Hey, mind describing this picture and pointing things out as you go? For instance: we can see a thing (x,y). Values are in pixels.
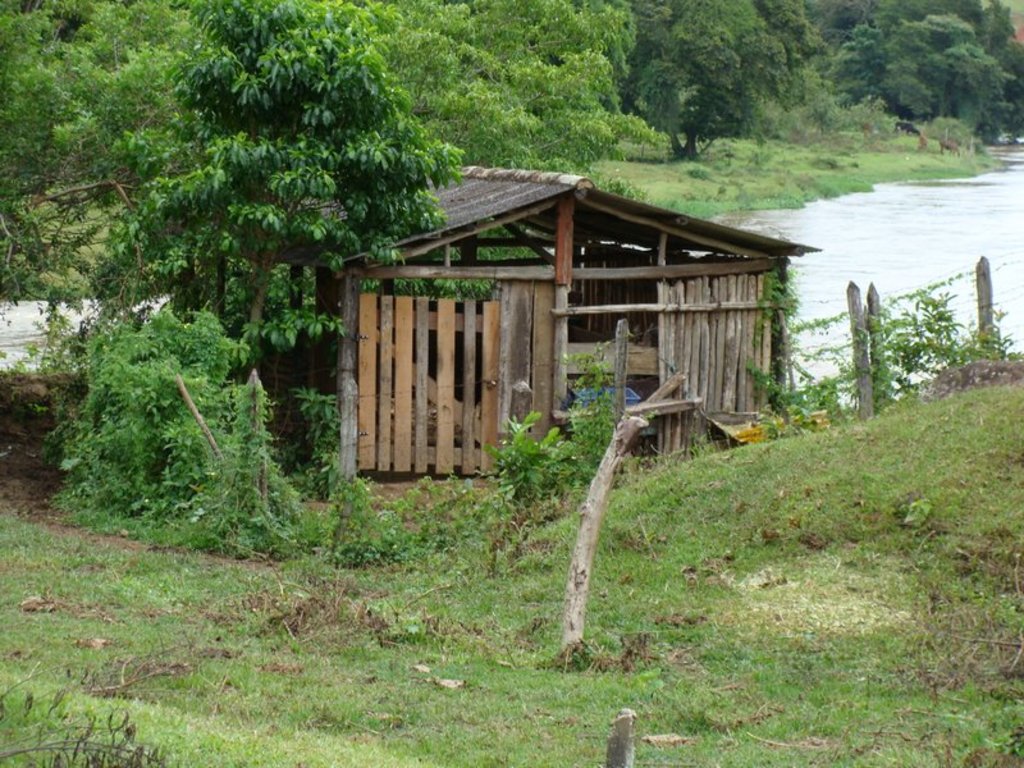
In this picture is a wooden shed house (491,368) on the ground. Behind we can see many trees (427,143). On the right side (967,247) there is a small river (915,262). In the front side (889,543) there is a grass (893,525) on the ground (732,547).
